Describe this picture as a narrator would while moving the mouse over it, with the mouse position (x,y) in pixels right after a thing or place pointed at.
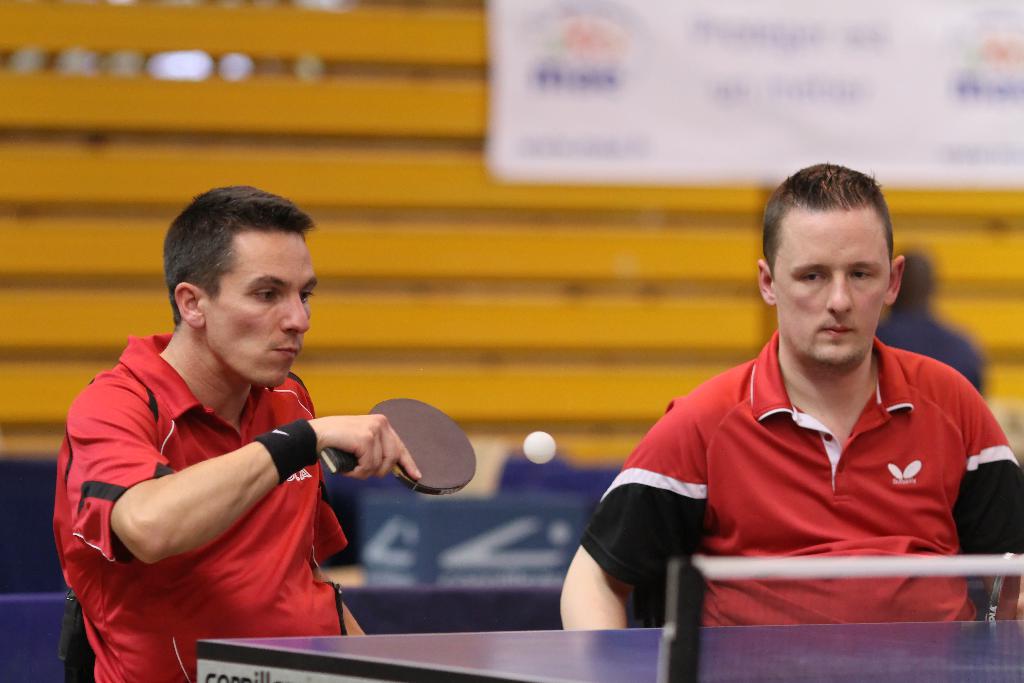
This image consists of two men (787,452) sitting in the chairs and playing table tennis. In the background (35,378), we can see a poster (586,156) and a wall like structure (343,264) made of wood (467,247).
